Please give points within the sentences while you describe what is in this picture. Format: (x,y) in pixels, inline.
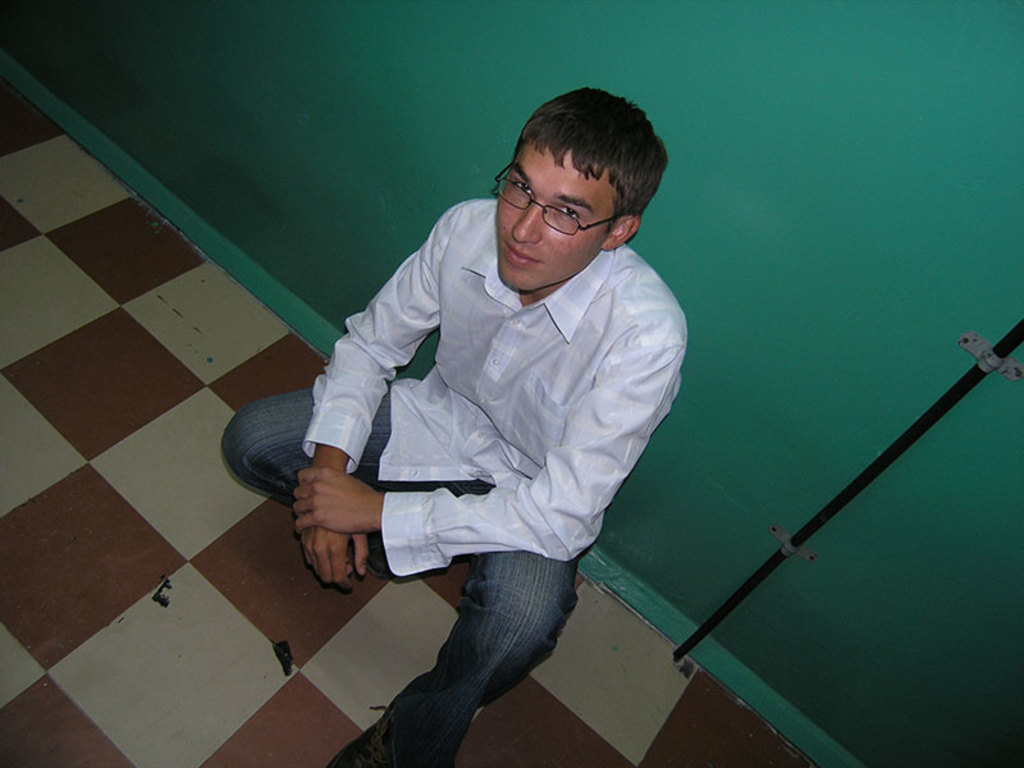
There is a man (546,547) sitting like squat position and wore white shirt (553,534), behind him we can see green wall (729,409) and we can see pipe (864,476) and floor (163,533).
